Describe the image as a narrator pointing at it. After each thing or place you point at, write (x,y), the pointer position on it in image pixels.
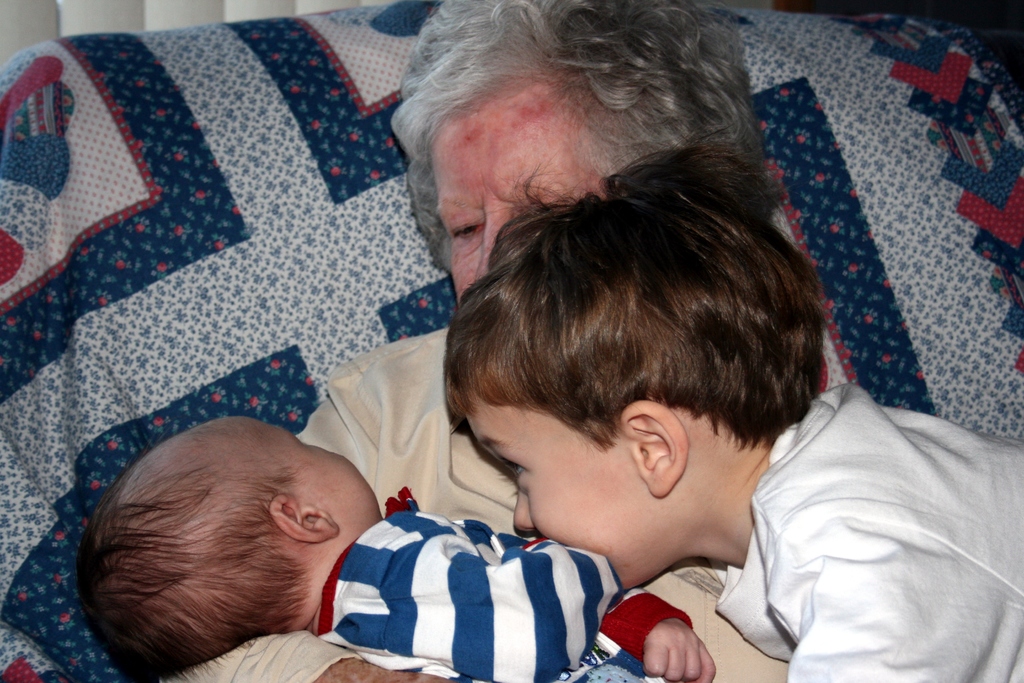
This image consists of persons (449,458) in the center (527,432). In the background (229,219) there is a chair (399,224) which is covered with blue colour quilt (285,230).
